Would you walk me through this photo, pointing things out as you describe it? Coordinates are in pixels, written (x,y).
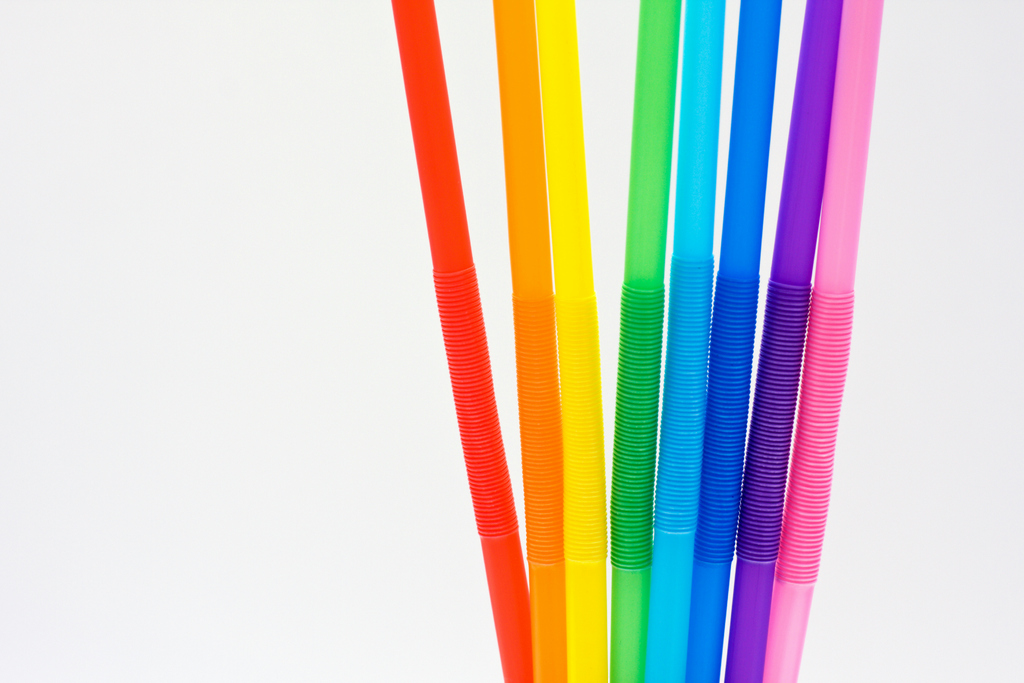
In this image there are so many different color straws (743,227).
